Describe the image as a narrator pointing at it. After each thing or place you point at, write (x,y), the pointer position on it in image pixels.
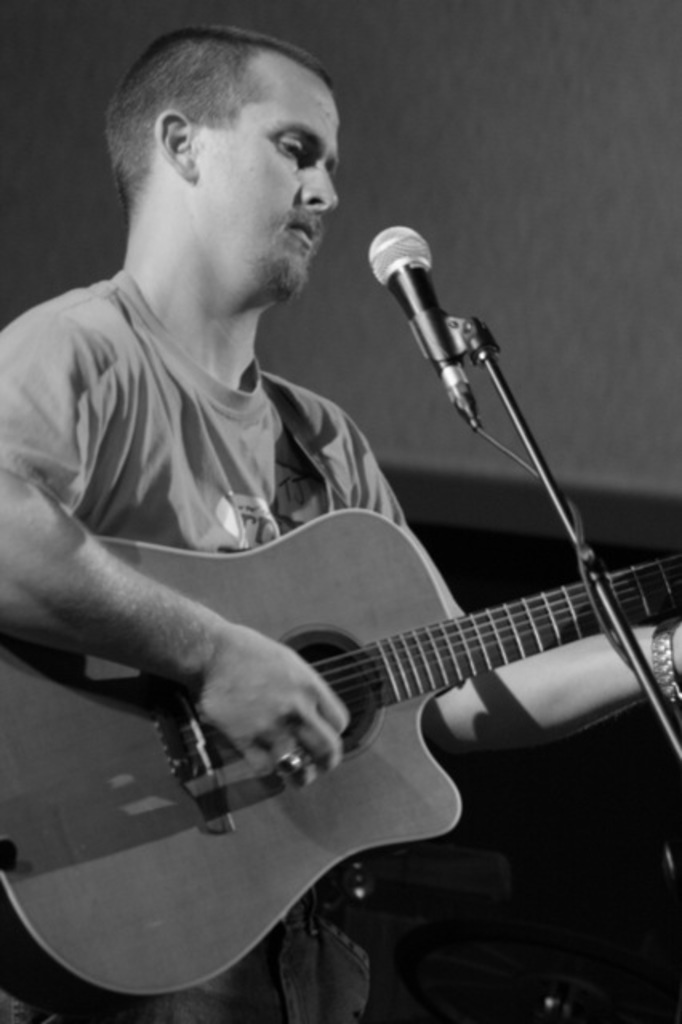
In this image I see a man (197,162) who is holding a guitar (371,532) and he is in front of a mic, I can also see this man (166,302) is wearing a t-shirt (315,403).
